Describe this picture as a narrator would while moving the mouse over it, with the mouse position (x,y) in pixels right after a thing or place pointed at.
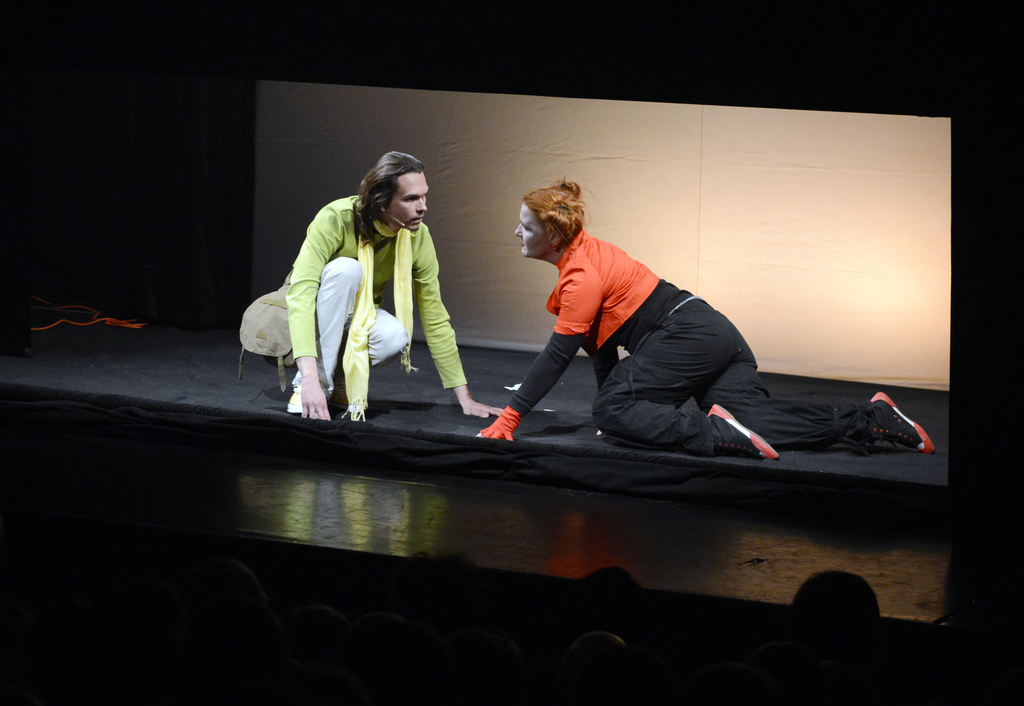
In the center of the image (574,328) we can see two people (564,280) are wearing costume (693,316) and acting on the stage (361,509). In the background of the image (854,190) we can see the cloth (709,233), board (525,292). At the bottom of the image (336,666) we can see some people (517,648) are sitting.
